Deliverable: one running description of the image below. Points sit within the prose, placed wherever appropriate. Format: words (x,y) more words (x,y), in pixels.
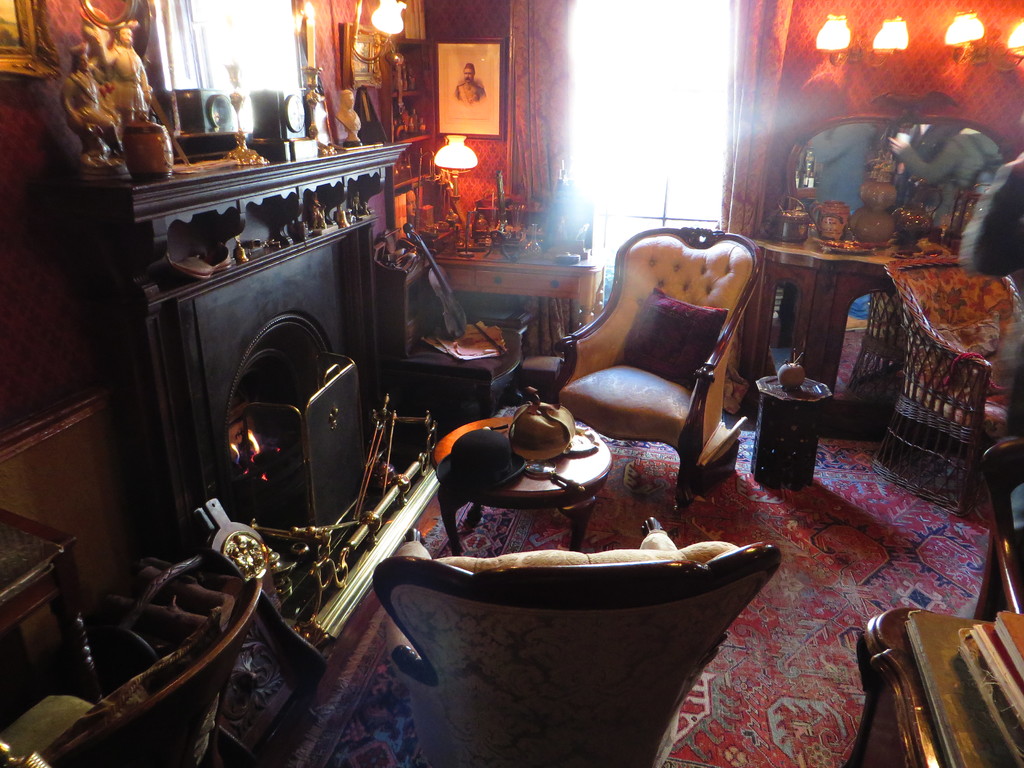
The picture is in a room (606,607). There are many furniture (891,326). There are two chairs (608,560) in the middle (542,486) there is table (536,488). On the table (524,491) there is a hat (467,444). There is fire point (256,397). There is a carpet (809,586) on the floor (874,541). There is a picture (464,98) hang on the wall (865,67). There are lights (1016,39) on the wall (894,70). there is statue (121,90) on the fire spot (146,188) and a candle (308,62) on it. there is a violin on the chair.
